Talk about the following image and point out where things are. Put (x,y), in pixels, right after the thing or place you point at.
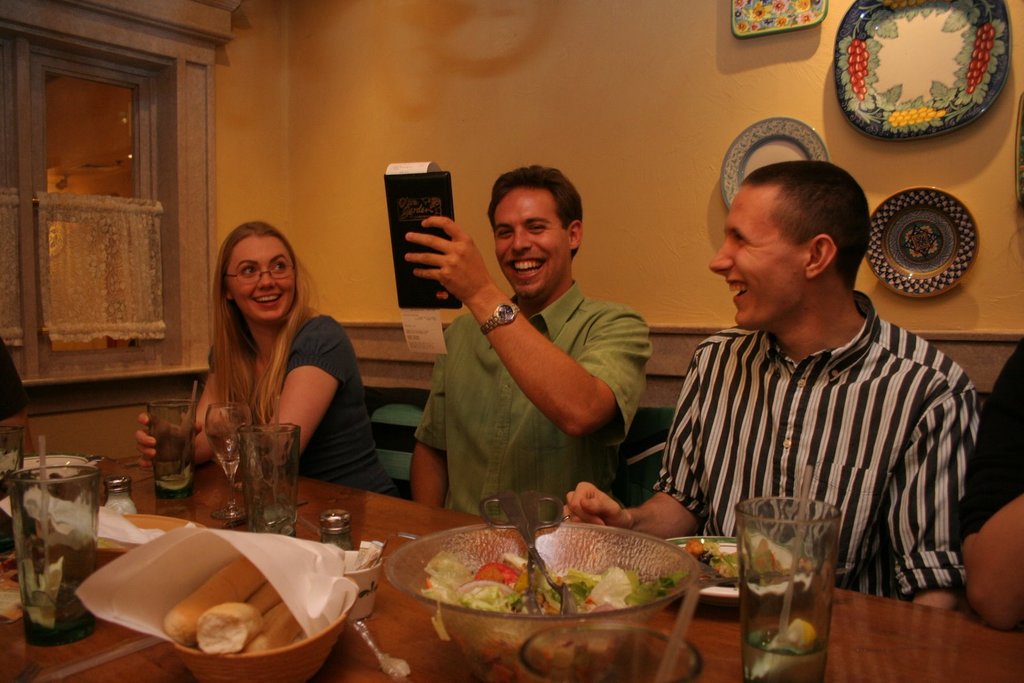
These three persons (599,463) are sitting on a chair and holds smile. On wall (601,37) there are plates (743,20). This is window (41,296). In-front of this person's (431,395) there is a table (719,666), on a table (431,657) there are bowls (475,629), glasses (82,511), jar (340,541), plate (737,590) and food (598,586). This person (518,452) is holding a card (425,207) with paper (437,330).
